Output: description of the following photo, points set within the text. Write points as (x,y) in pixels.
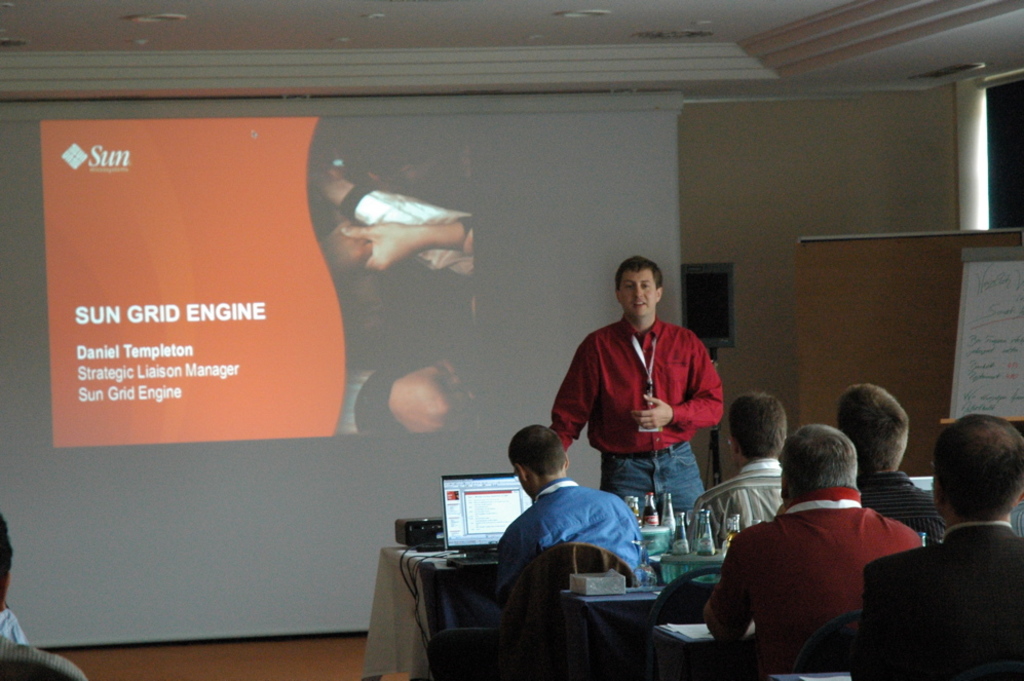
In this image there is a group (625,517) are sitting on the chairs (699,611) as we can see in the bottom right corner of this image (716,568). There is a laptop (471,532) in the middle of this image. There is one person (668,397) standing on the right side of this image (686,366). There is a screen (286,306) as we can see in the middle of this image (459,288) and there is a board (929,244) on the right side of this image (925,357). There is one person (2,584) sitting in the bottom left corner of this image (15,629).
